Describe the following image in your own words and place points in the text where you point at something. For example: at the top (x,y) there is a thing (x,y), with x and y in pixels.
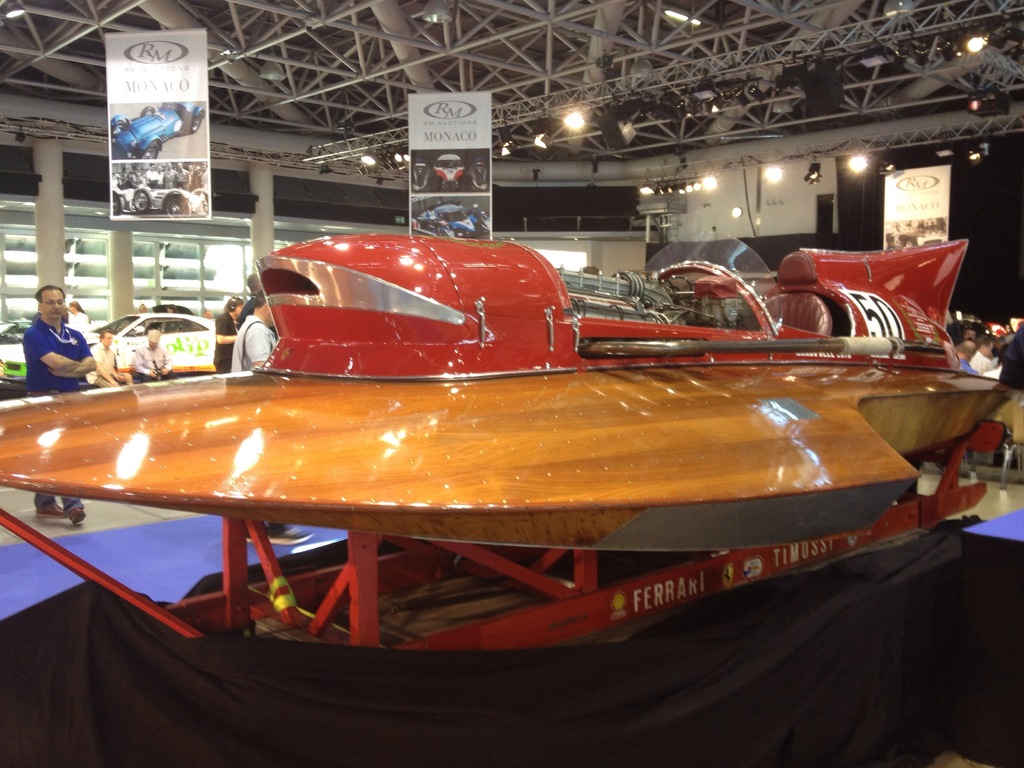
In this picture I can see in the middle (429,424) it looks like a vehicle (743,401) in red color. On the left side (53,325) there is a man (59,389) standing, few vehicles (128,368) are there. At the top (941,200) there are banners (461,177) and lights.
